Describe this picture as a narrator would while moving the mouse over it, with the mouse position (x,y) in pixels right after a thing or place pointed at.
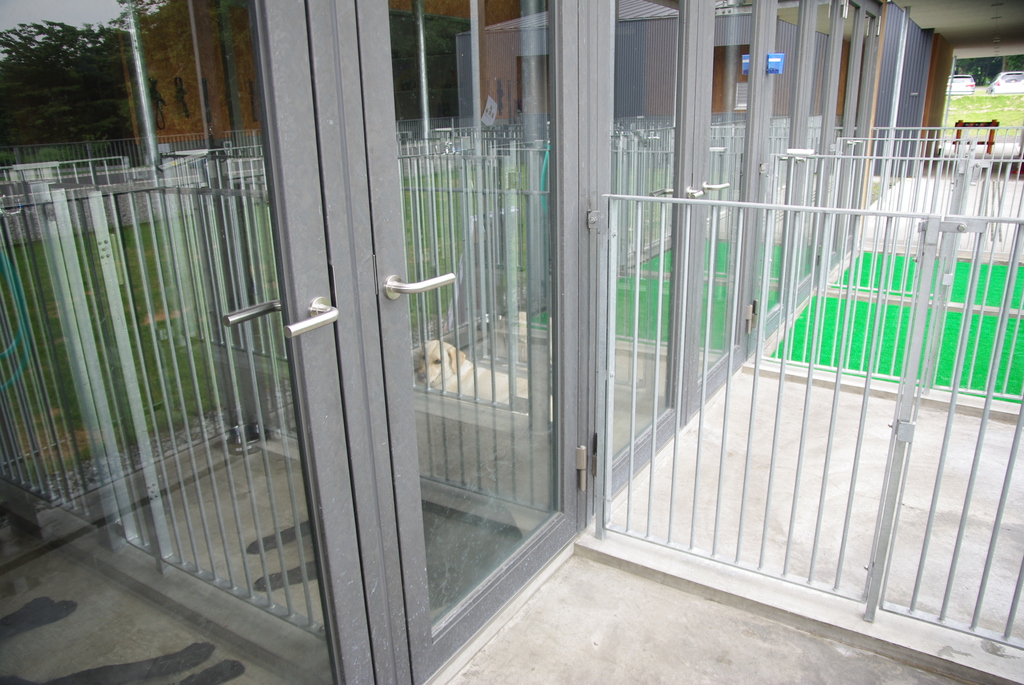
There is a door (195,31). There is a safety grill (949,218). There is a dog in the image.
